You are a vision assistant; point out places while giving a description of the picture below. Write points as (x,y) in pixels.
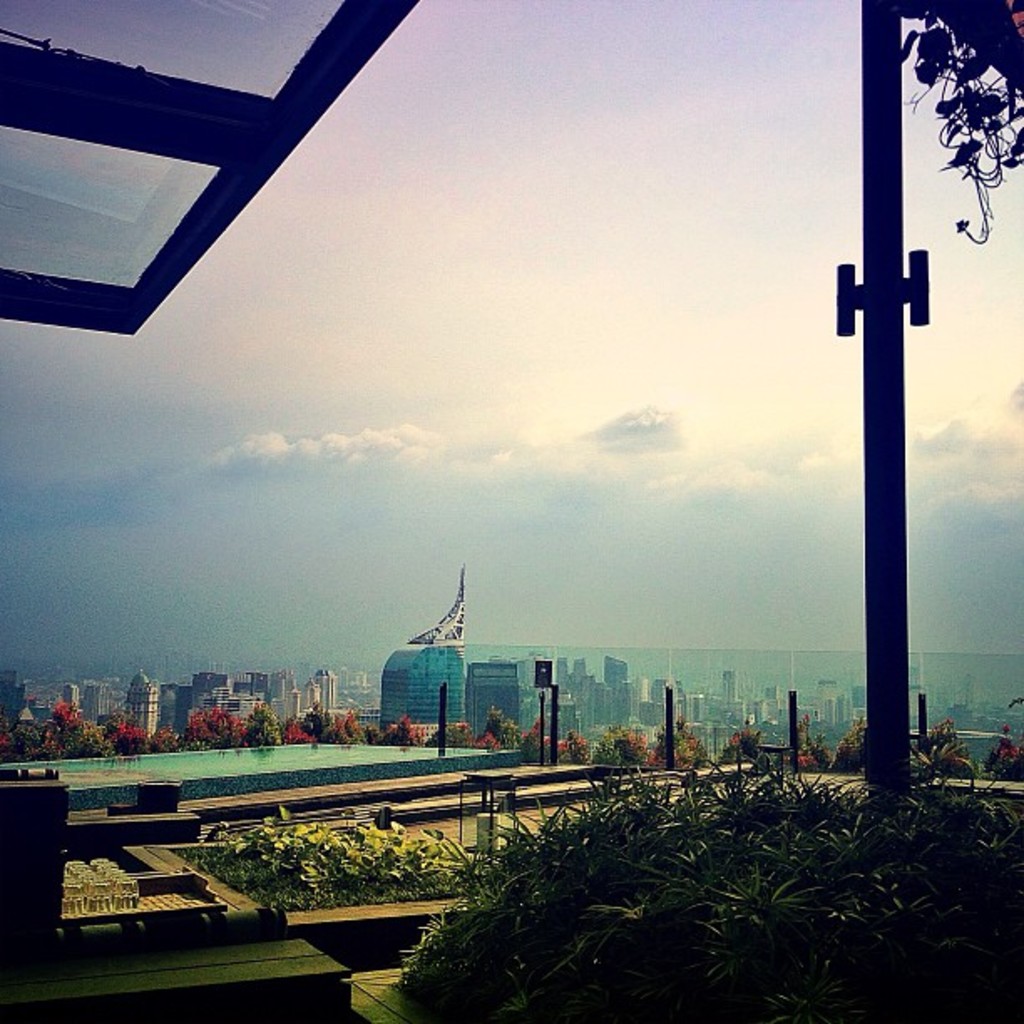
In the foreground of this image (790,893), on the bottom (919,936), there are plants (818,928). On the right (896,270), there is a pole (902,299) and a plant (945,83) on the top (944,83). On the left (94,877), there are glasses (123,906) on a tray (172,910) and a window (130,124) on the top left corner (118,128). In the background (602,746), there are plants (422,733), a swimming pool (302,756) and a glass railing (563,688) and in the background (477,615), there are skyscrapers (400,678) in the city (282,688), sky (560,442) and the cloud (355,452).
